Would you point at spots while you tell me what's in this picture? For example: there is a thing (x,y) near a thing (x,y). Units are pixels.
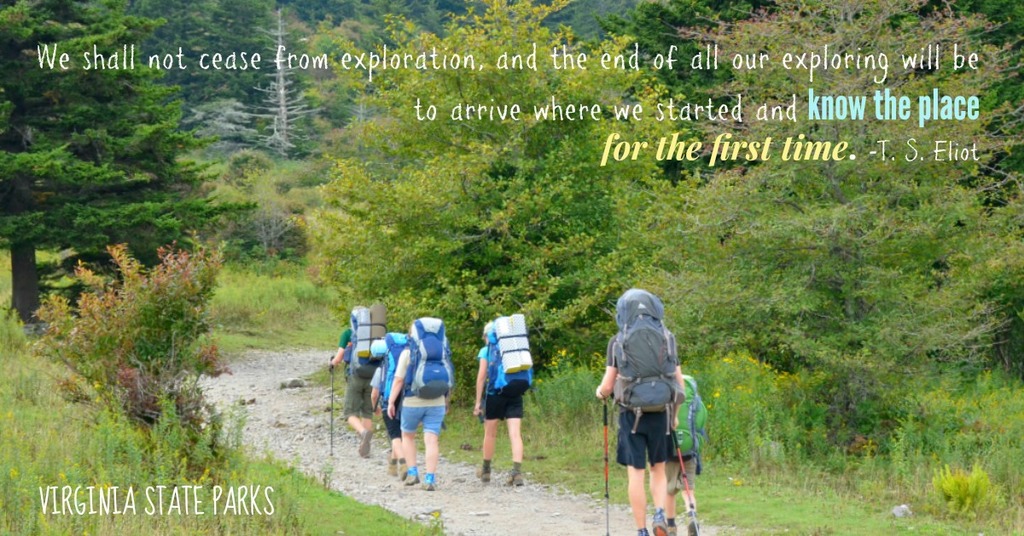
In this image there is a poster (436,464). On the poster (354,468) there are few people (362,454) carrying bags (656,410) and walking. And also they are holding sticks (606,415) in their hands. In the image there are many trees (772,228) and on the ground (941,435) there is grass (183,457). And there is text (432,59) on the poster (319,241).
